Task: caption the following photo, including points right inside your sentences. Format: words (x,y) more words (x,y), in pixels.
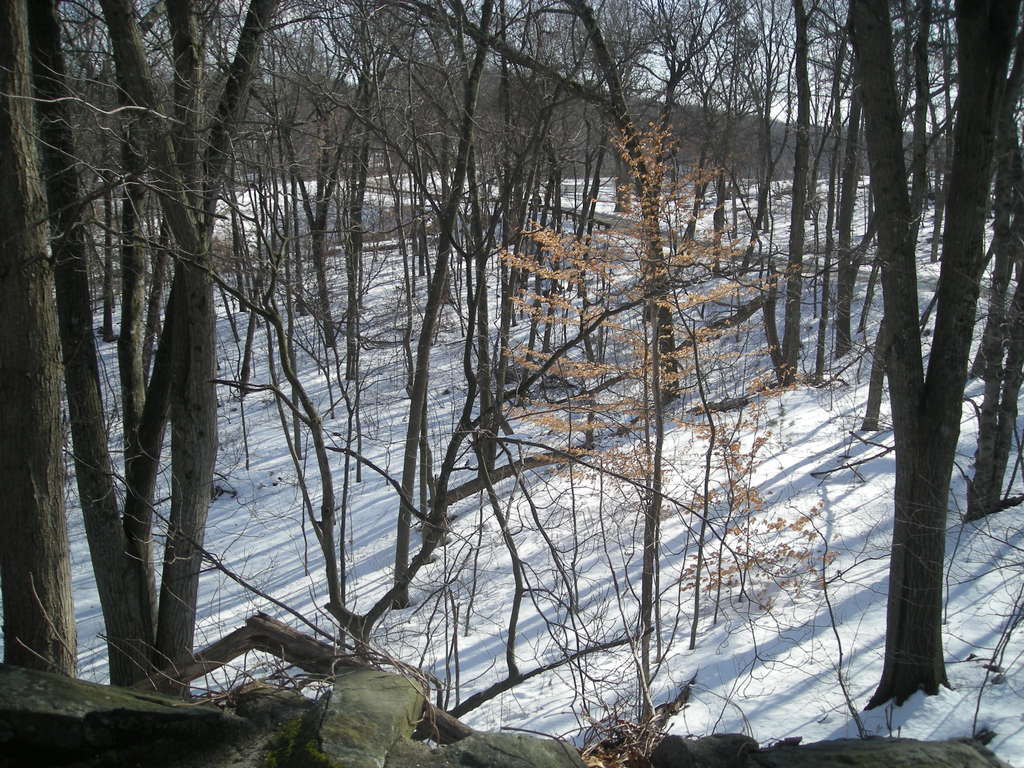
In this image there are group of trees (418,411), at the bottom (294,562) there is snow (841,509) and in the background (750,173) there are mountains (574,152) and sky (669,55).
